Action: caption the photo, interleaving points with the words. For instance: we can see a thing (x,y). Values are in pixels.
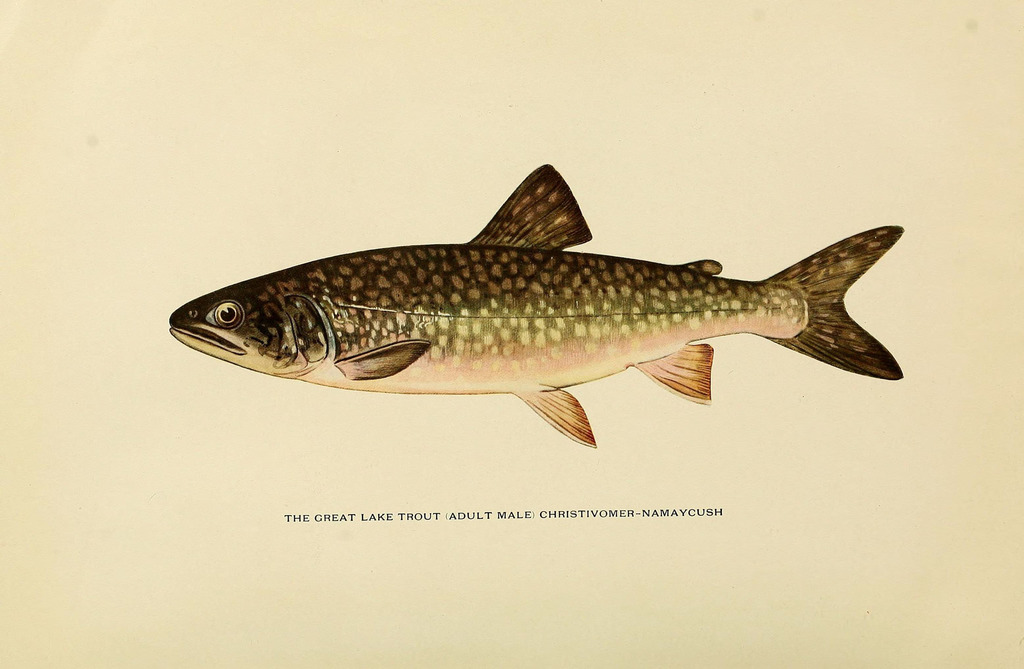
In the image there is a print (389,330) of a fish (593,309) on a paper (724,410) with some text (439,520) below it.
